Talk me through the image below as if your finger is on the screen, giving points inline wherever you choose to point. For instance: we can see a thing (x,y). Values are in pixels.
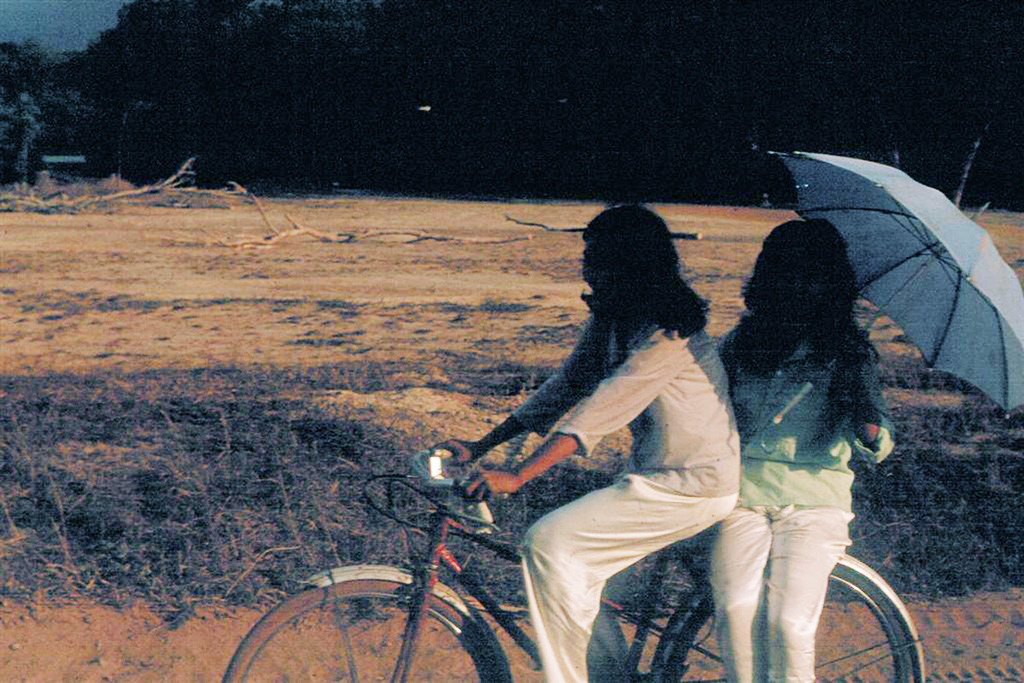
In this image we can see there are two girls (604,543) riding in a bicycle (498,608), one of them is holding an umbrella (928,290), back of them there are some branches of trees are on the surface (223,338). In the background (235,100) there are trees (682,107).
